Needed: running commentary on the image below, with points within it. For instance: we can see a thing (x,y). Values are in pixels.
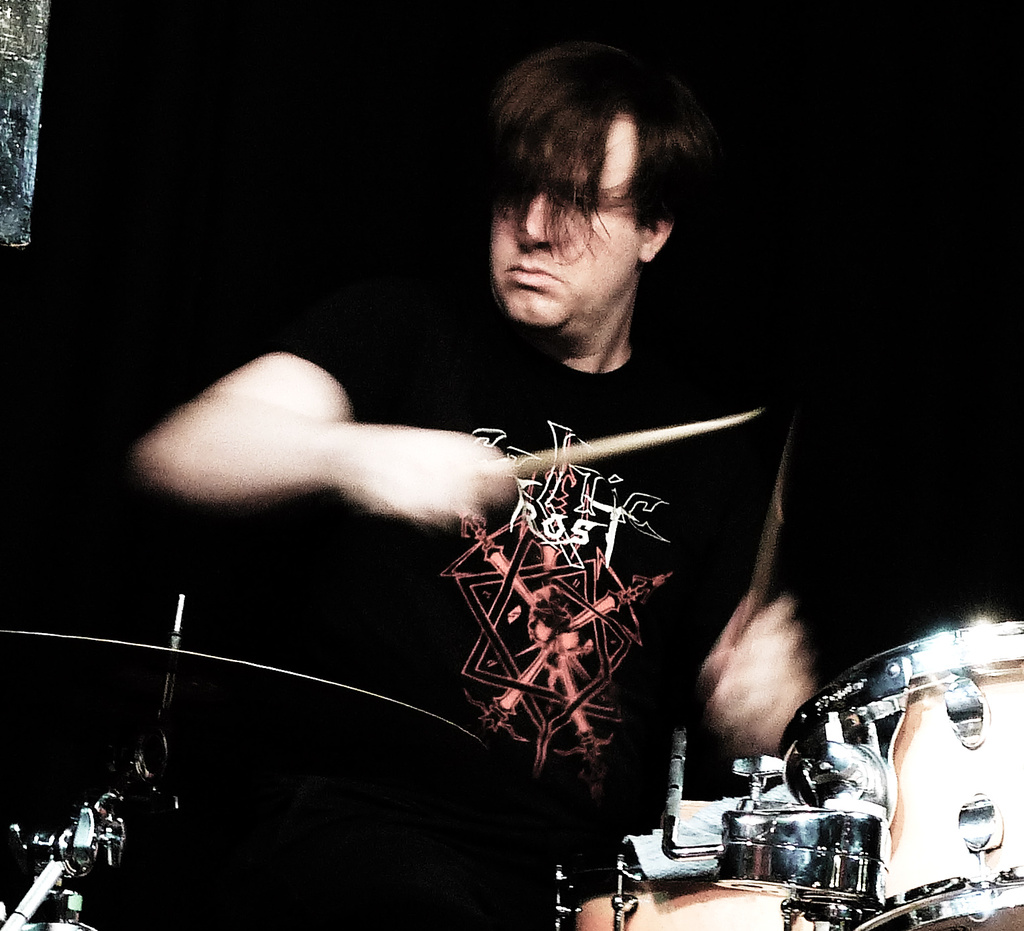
In this image we can see a person (423,549) holding sticks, in front of him there are some musical instruments (771,833) and other objects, we can see the background (829,170) is dark.
